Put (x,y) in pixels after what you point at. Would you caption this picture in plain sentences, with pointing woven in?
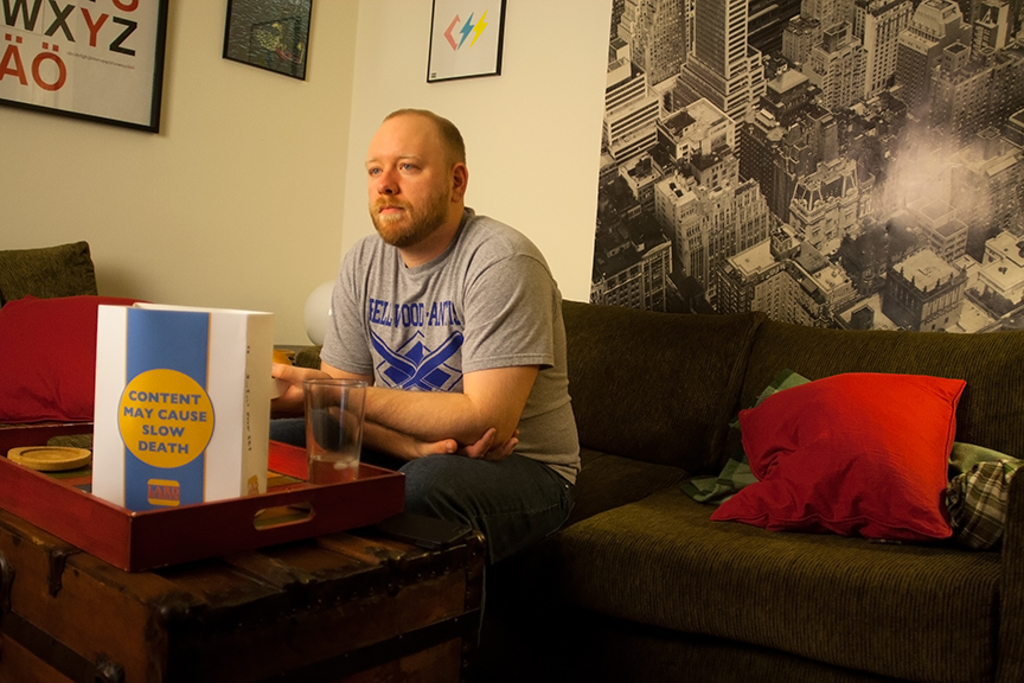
As we can see in the image there is a wall (295,257), photo frame (250,45), banner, a man (376,289) sitting on sofa (565,547) and pillows (842,527).
